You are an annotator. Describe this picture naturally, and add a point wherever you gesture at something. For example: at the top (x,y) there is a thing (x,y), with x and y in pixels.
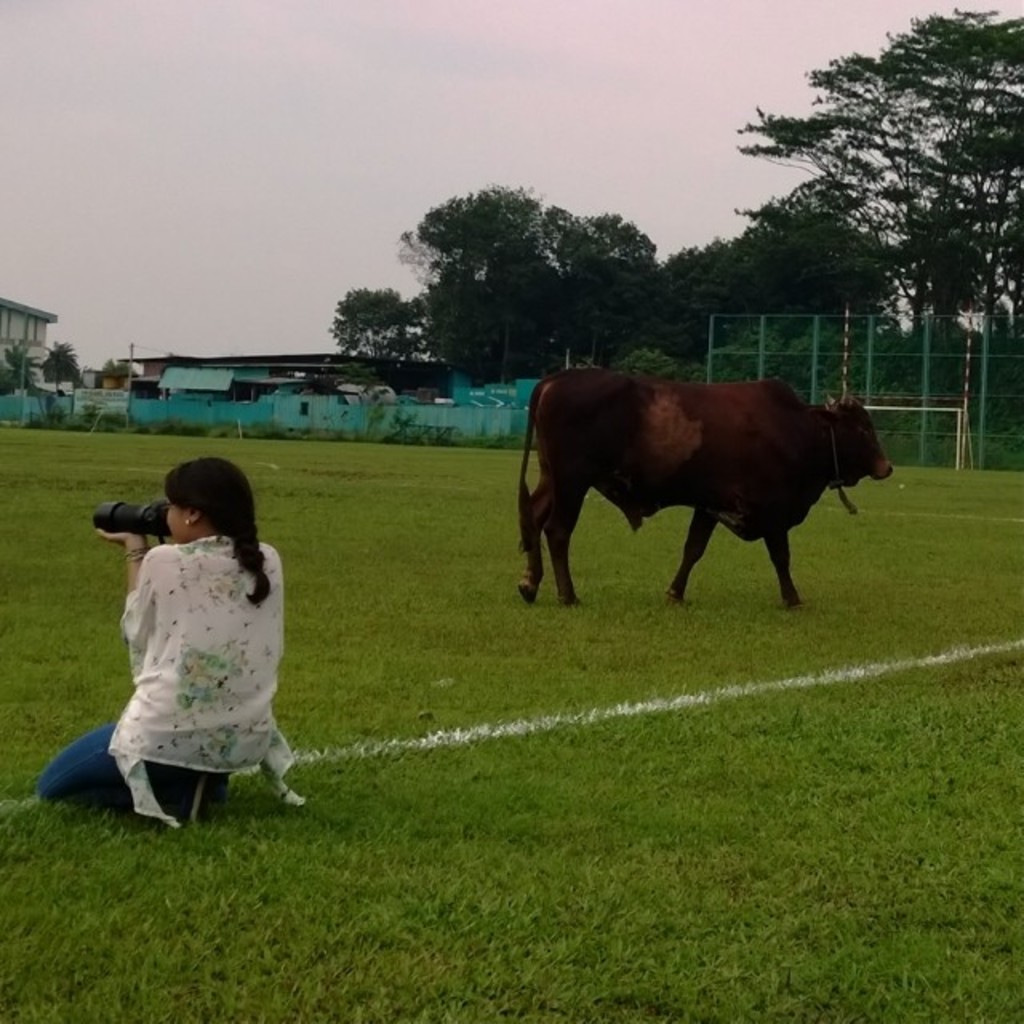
In this image, on the left side (225,467) we can see a person (241,504) taking pictures, and on the right side (859,450) we can see an animal (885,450) walking on the ground (451,662) and in the background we can see some trees (970,274).
